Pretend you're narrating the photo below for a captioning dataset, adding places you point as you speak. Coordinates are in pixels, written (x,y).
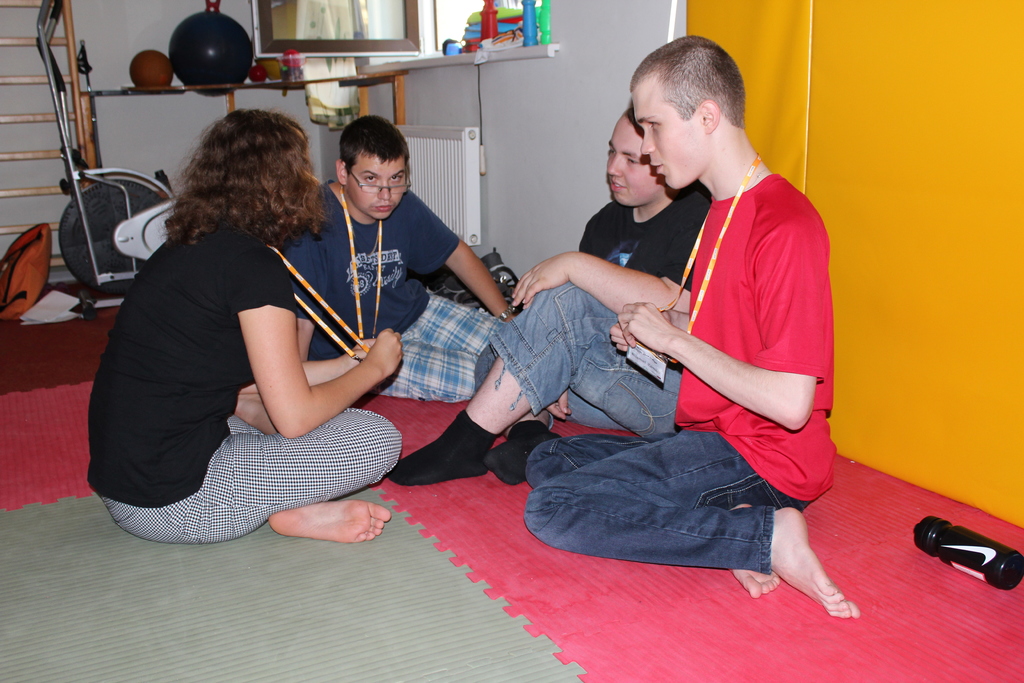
Floor (524,620) with carpet (545,634). On this carpet (867,590) there is a bottle (941,544). These four people (782,326) are sitting on the ground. There we can see balls (203,67) and things (482,30). This is a gym equipment (68,226).
